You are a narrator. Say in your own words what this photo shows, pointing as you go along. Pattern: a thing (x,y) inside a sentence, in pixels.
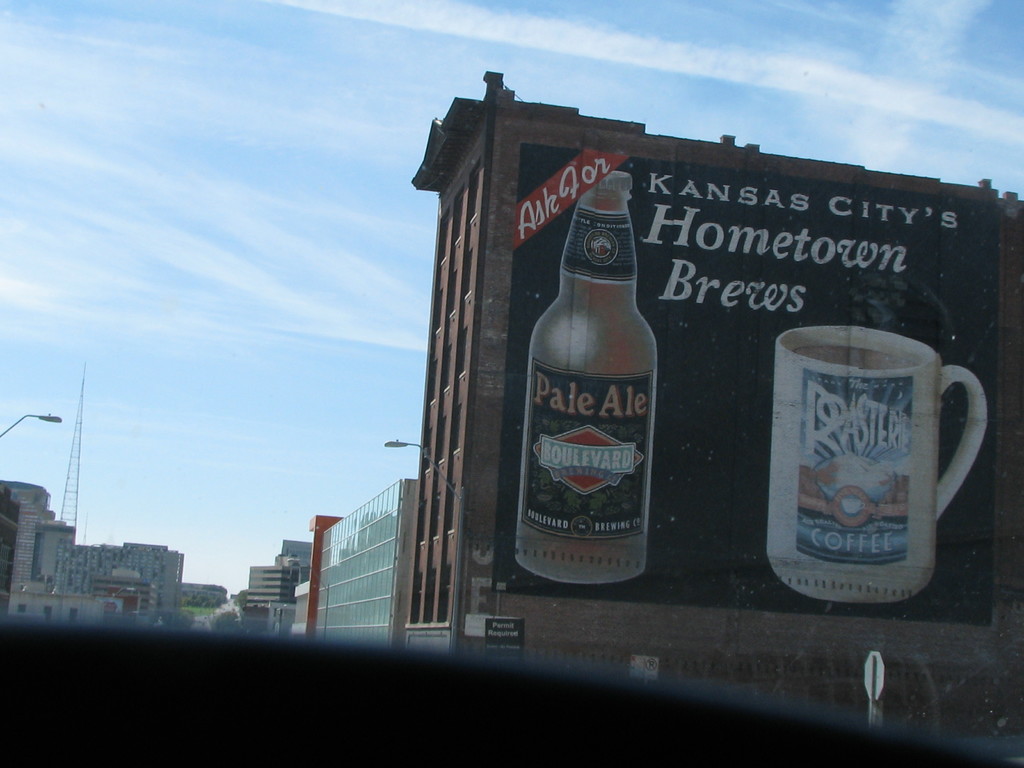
In this image we can see many buildings (308,543). On the building (643,357) there is an advertisement (595,283). On that there is a bottle (624,406) and cup (858,453). In the back (85,455) there is a tower (78,468) and sky (263,181) with clouds (214,249).
